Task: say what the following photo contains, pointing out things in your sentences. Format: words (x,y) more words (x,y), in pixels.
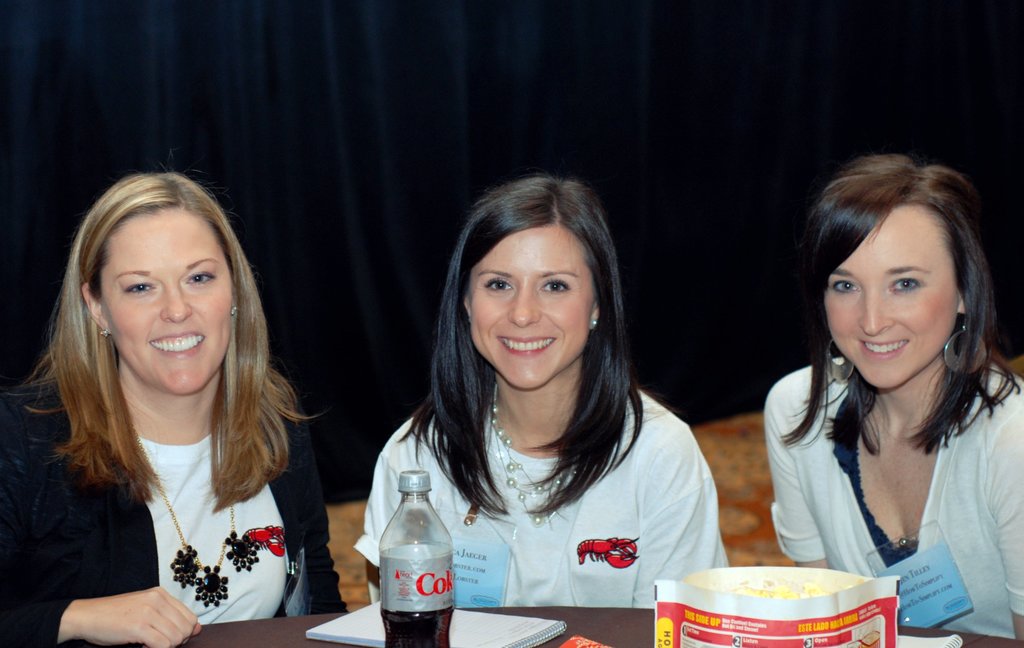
In this image I can see three women (256,480) wearing white colored dress (808,476) are sitting in front of a table (526,615) and smiling. On the table (492,611) I can see a book (495,624), a coke bottle (431,627) and few other objects (722,596). In the background (355,76) I can see the black colored curtain (473,100).
